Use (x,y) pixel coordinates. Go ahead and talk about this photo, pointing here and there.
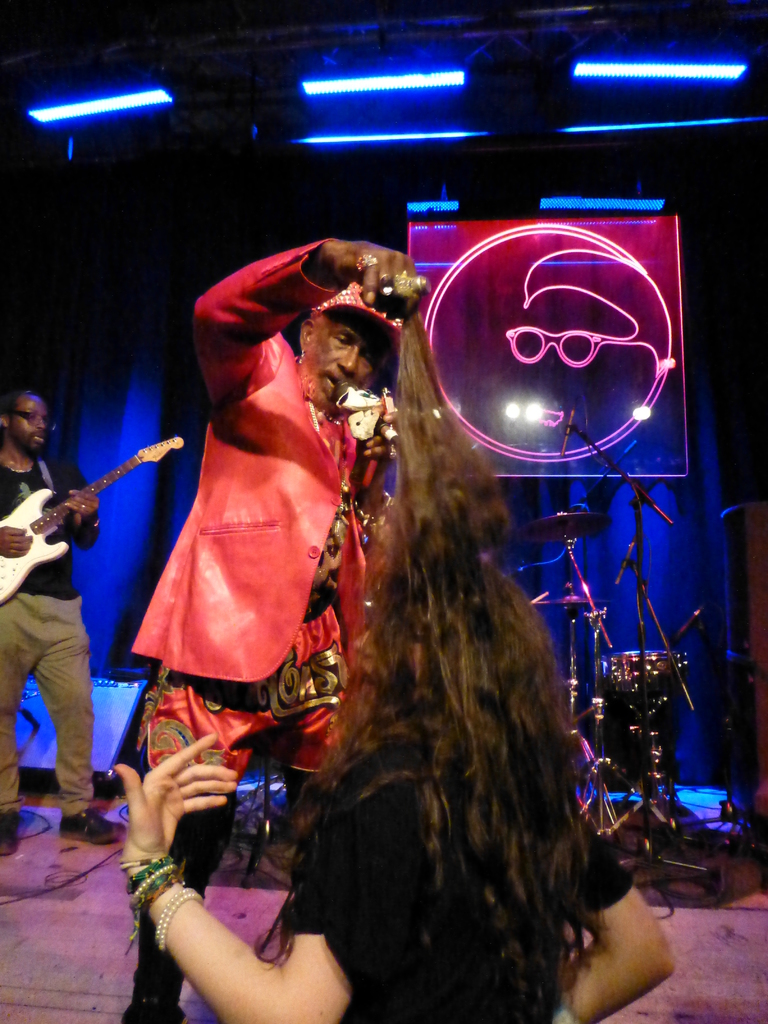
A man (253,547) with red jacket (261,517) is standing on the stage (128,899). And catching the hair (456,436) of the girl (428,899). Who is wearing a black t-shirt (416,945). And to the left corner (33,608) there is man (39,573) playing a guitar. On the stage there are some musical instruments (634,690), mic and a poster (593,417).
